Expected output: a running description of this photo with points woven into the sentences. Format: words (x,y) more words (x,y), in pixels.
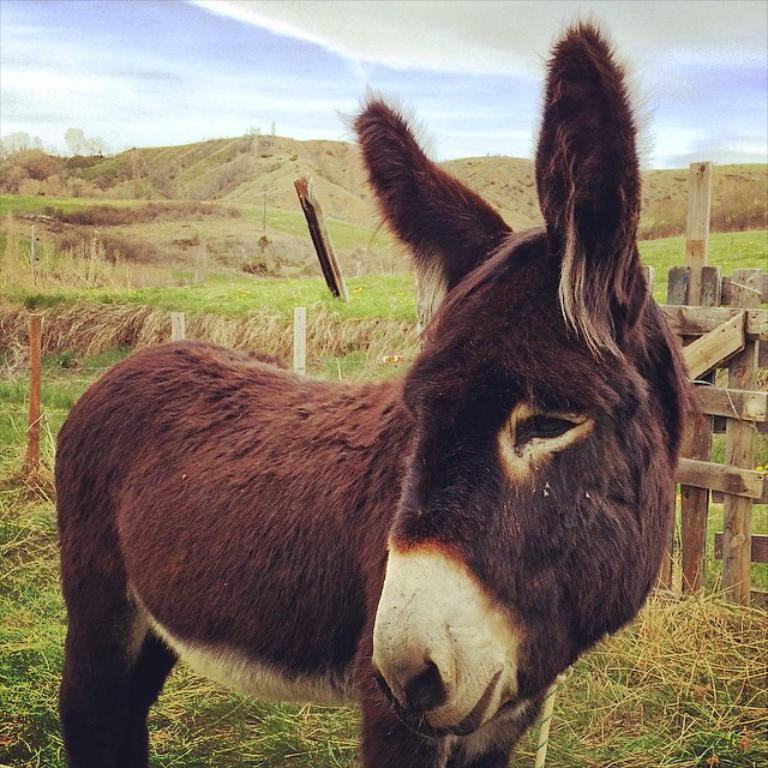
In this image in the foreground (490,526) there is a donkey (431,467), and in the background (723,363) there is a fence (669,296), grass (222,333) and mountains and some rods (172,334). At the bottom (187,674) there is grass (621,660), at the top (312,102) there is sky (411,102).
